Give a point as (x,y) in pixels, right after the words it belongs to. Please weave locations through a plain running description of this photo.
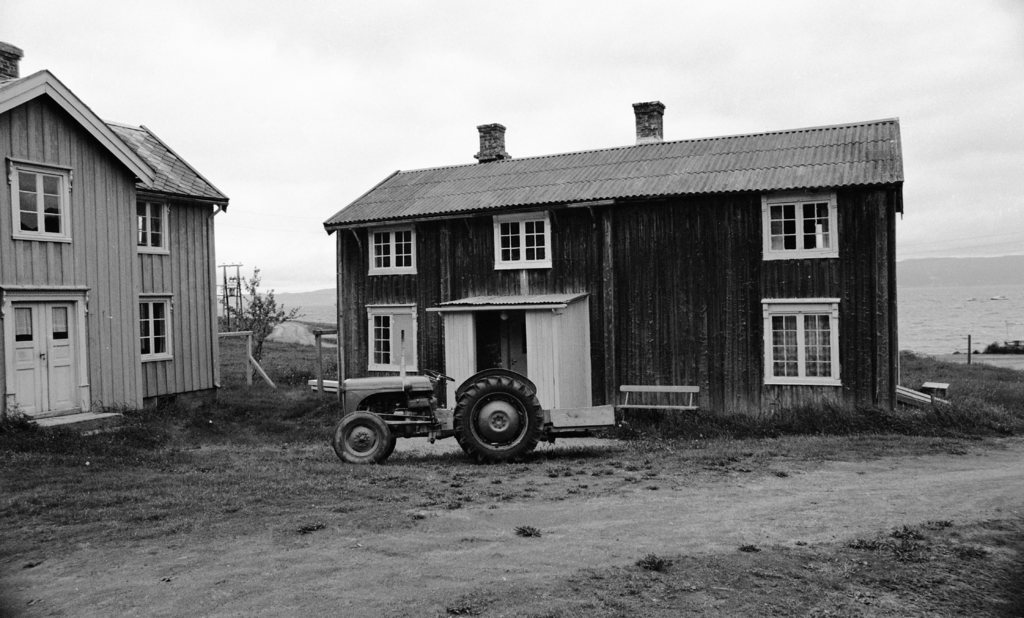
This is a black and white image and here we can see sheds (404,315) and there is a vehicle (356,414) on the ground (475,532) and we can see a bench (663,406), a tree (267,309) and poles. In the background (899,278), there is water (954,303) and we can see hills (955,269). At the top (516,54), there is sky (527,57).
